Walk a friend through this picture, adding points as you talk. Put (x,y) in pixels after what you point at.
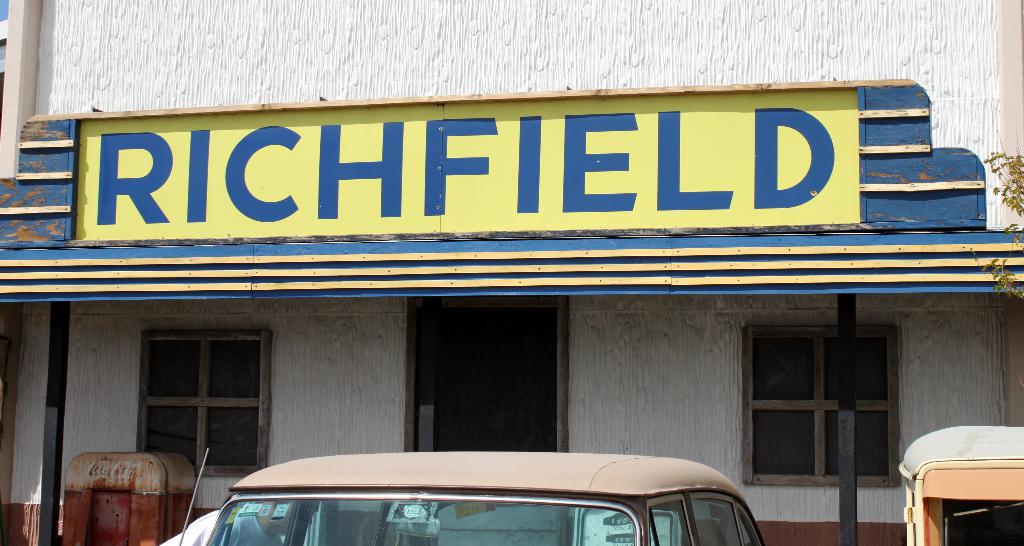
This Picture consists of building (828,280), on the wall (291,85) of the building (478,85) I can see text (775,117), at the bottom (618,545) I can see vehicles (558,536), in the middle (480,323) I can see entrance gate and windows (151,403).
